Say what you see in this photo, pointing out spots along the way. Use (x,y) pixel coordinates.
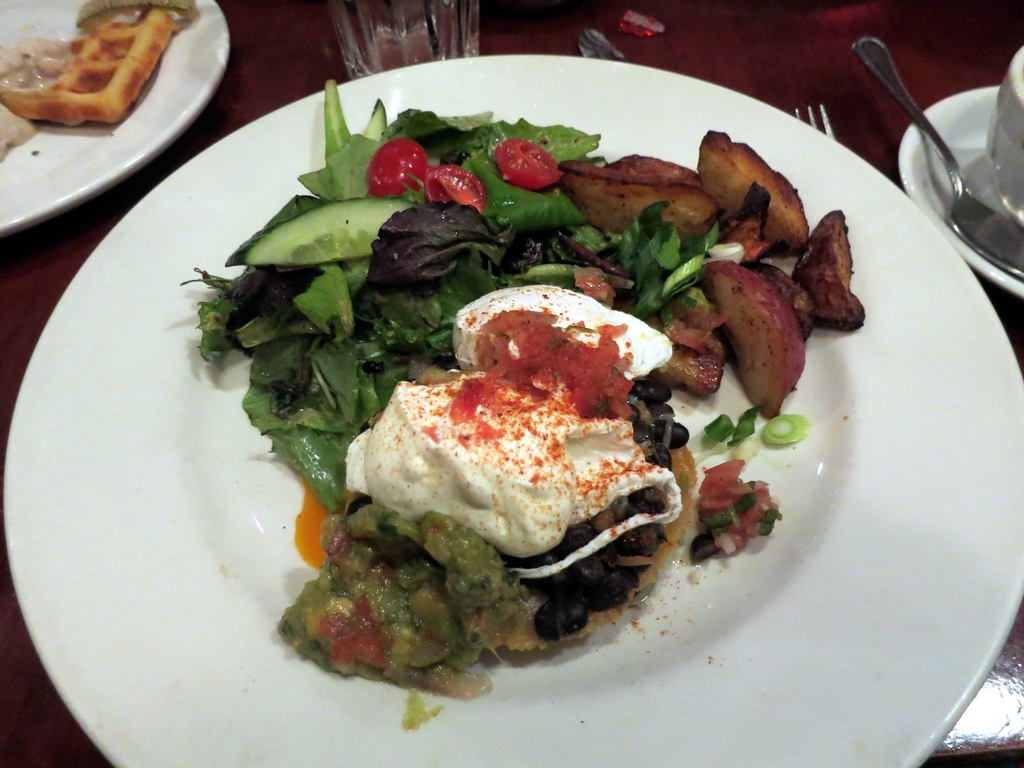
In this picture I can observe some food (367,364) placed in the white color plate (211,380). The food (434,467) is in white, red and green colors. I can observe a glass (364,57), fork (814,105) and spoon (994,220) in this picture.
